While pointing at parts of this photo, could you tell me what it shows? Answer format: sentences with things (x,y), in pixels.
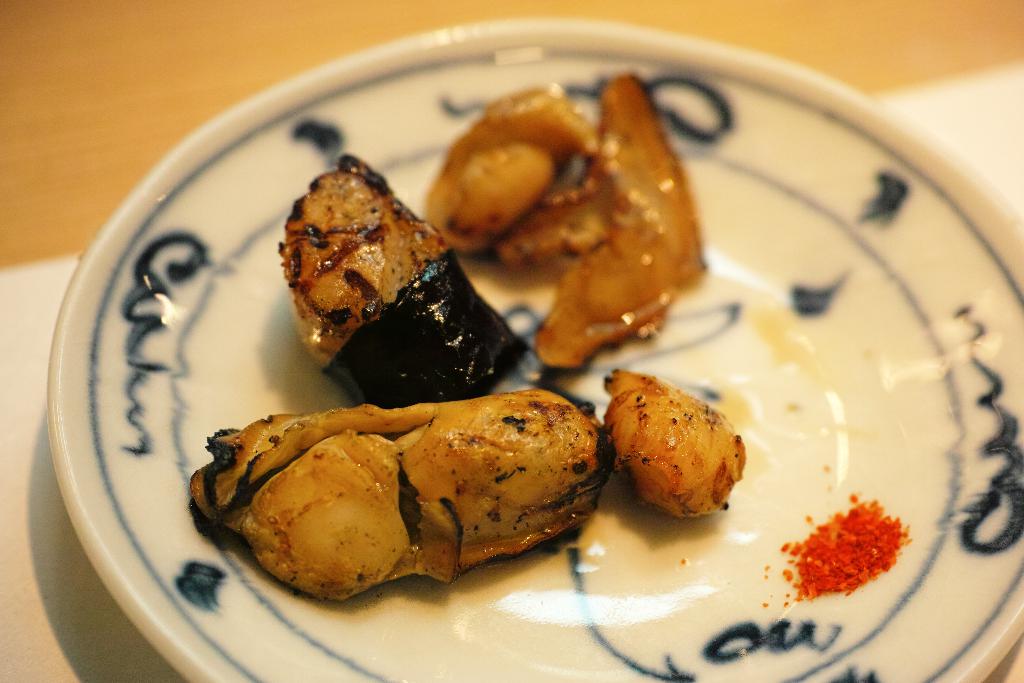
In this I can see there are food items (615,409) in a white color plate (760,421).
